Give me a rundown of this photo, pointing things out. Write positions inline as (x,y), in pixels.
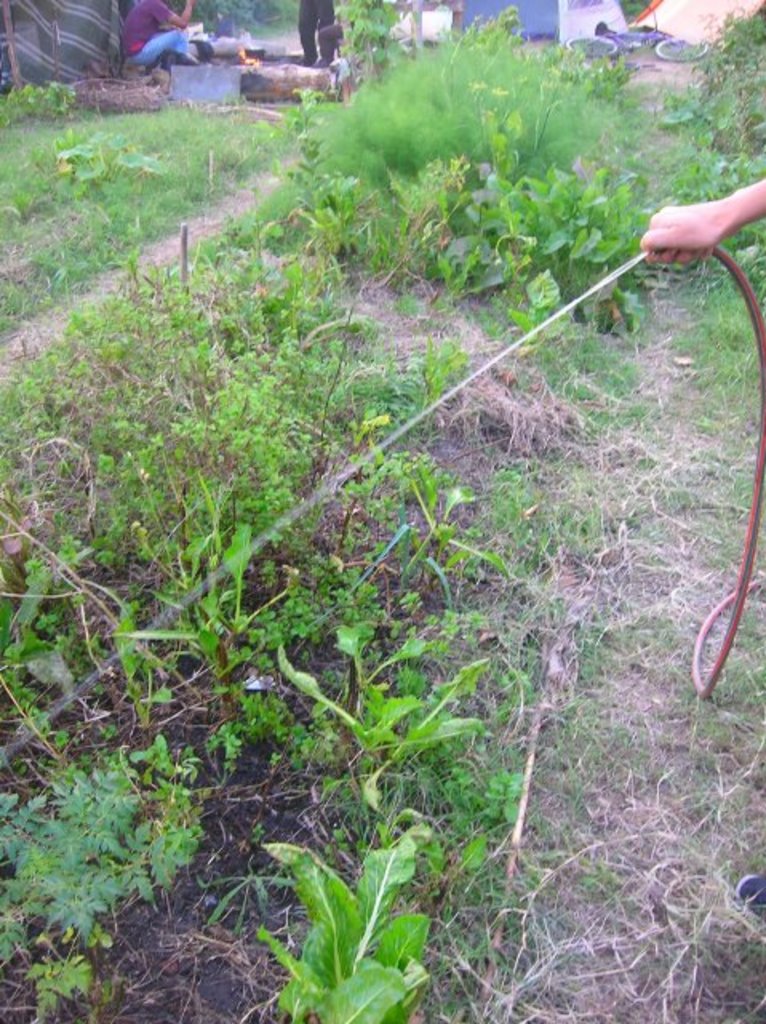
In the foreground of this image (451,554), there are plants (451,554) and the grass (568,640) and a persons (749,212) holding a pipe (726,262) and watering the plants (286,409). In the background (307,42), there are persons (170,39), fire (243,53), a cloth (78,42), bicycle (608,39) lying on the ground (662,71) and it seems like a wall (707,7) on the top (698,2).
